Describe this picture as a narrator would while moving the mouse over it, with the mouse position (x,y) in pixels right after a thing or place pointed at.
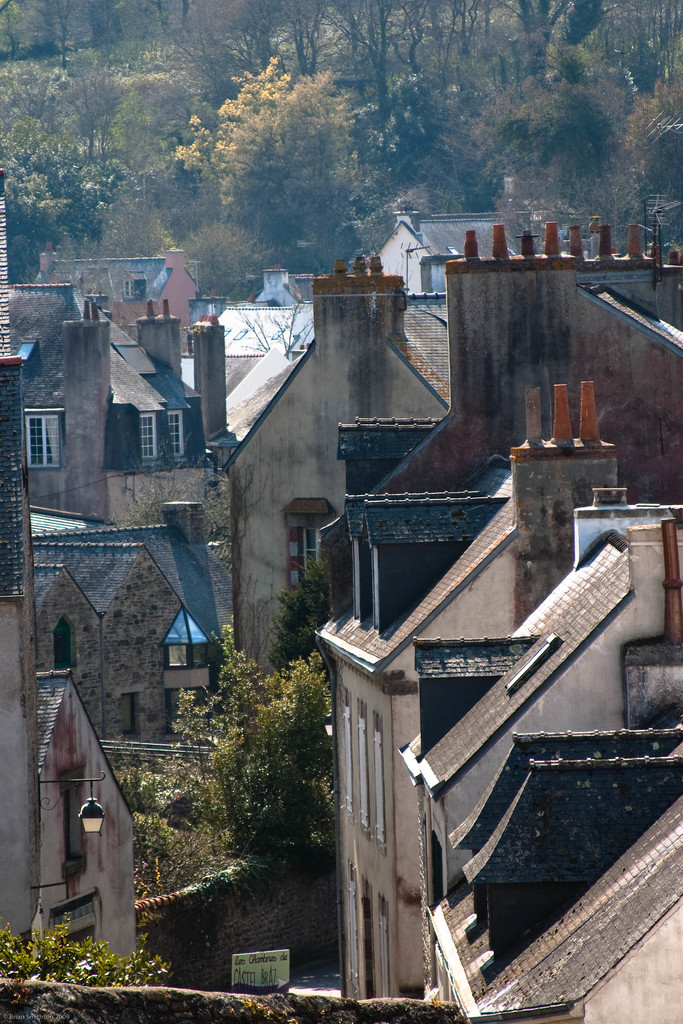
In this image there are some trees (286,774), buildings (295,348) visible.
